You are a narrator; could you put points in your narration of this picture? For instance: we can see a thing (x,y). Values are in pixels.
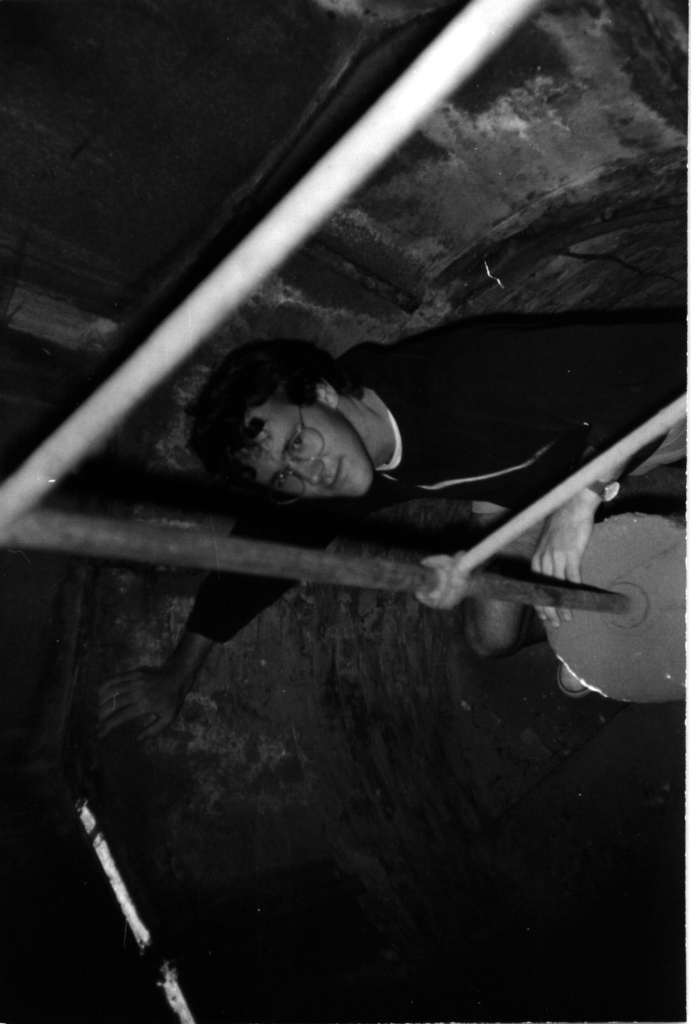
In this picture there is a black and white photograph of the boy (420,484) sitting on the ground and keeping his hand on pipe (191,530). Behind there is a big wall (447,201).
